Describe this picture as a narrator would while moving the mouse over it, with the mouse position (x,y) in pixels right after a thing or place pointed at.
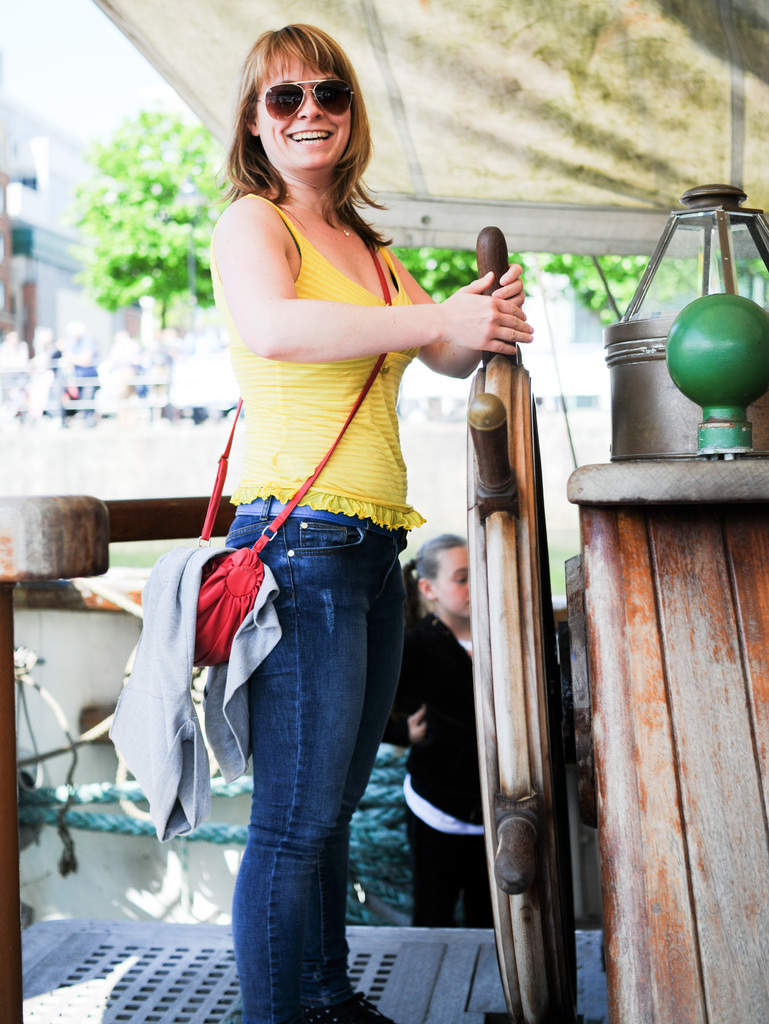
This picture seems to be clicked outside. In the foreground (284,531) we can see woman (327,219) wearing yellow color t-shirt (351,373), sling bag (274,537), standing and holding a wooden object (495,265) and we can see there are some objects (709,291) placed on the top of the wooden table (720,671). In the background (443,631) we can see a person (473,728) seems to be standing and we can see the rope (386,791), green leaves (146,232), buildings (13,319) and some other objects (160,413).
